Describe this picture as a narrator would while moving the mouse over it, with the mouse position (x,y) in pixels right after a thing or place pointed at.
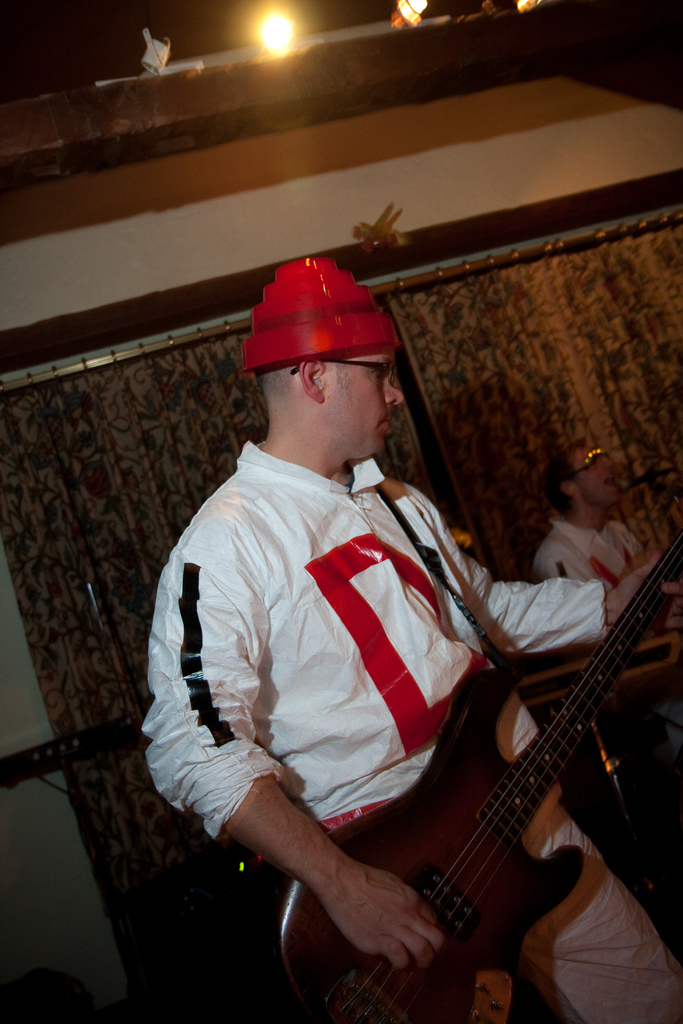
In the image we can see there is a man (344,620) who is standing and holding guitar (558,764) in his hand (400,886). At the back (559,432) there are curtains (559,345).
